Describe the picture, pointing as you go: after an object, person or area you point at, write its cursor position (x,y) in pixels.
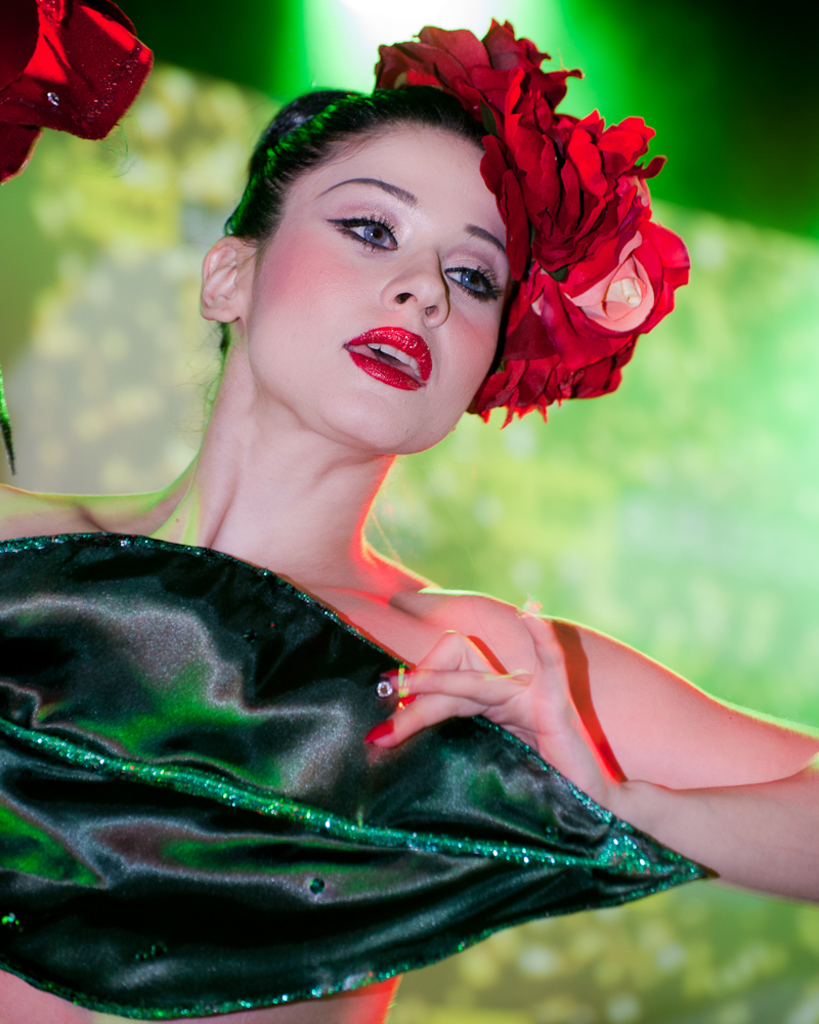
In this image there is a girl (283,676) with different costumes (258,720). The background is blurred.
